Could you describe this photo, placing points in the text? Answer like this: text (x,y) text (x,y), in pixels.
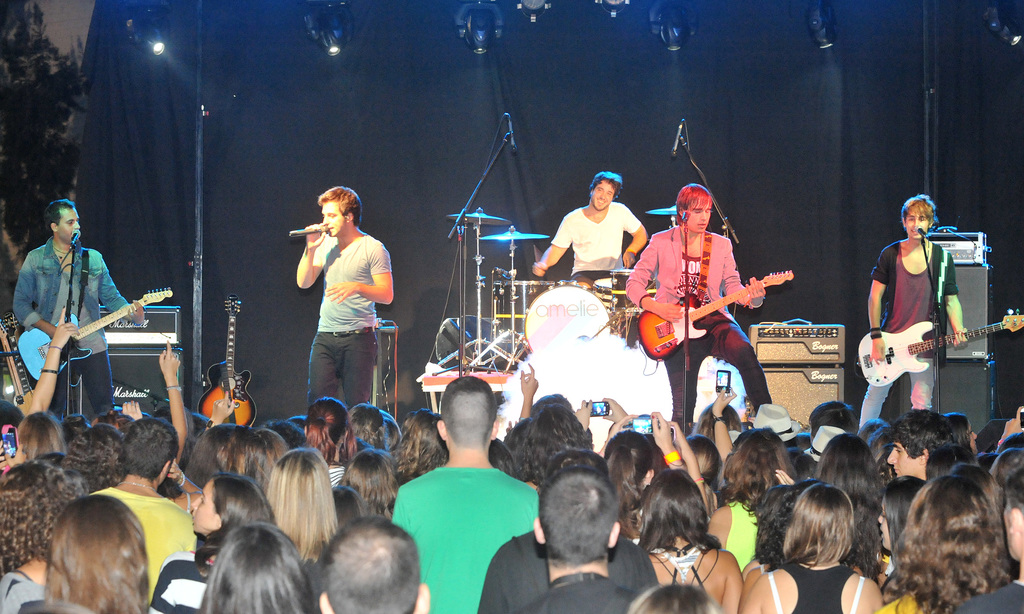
In the center of the image (376,284) there are persons (708,323) standing and performing on dais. On the right side of the image (955,314) we can see a person (895,283) holding a guitar (900,347). On the left side of the image (239,406) we can see a guitar (233,393), speaker (152,375) and a person (49,267) holding a guitar (40,357). At the bottom (978,536) there is a crowd (372,483). In the background (387,130) there is a person (584,218) with musical equipment (534,234), curtain (577,185), lights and sky (68,24).
